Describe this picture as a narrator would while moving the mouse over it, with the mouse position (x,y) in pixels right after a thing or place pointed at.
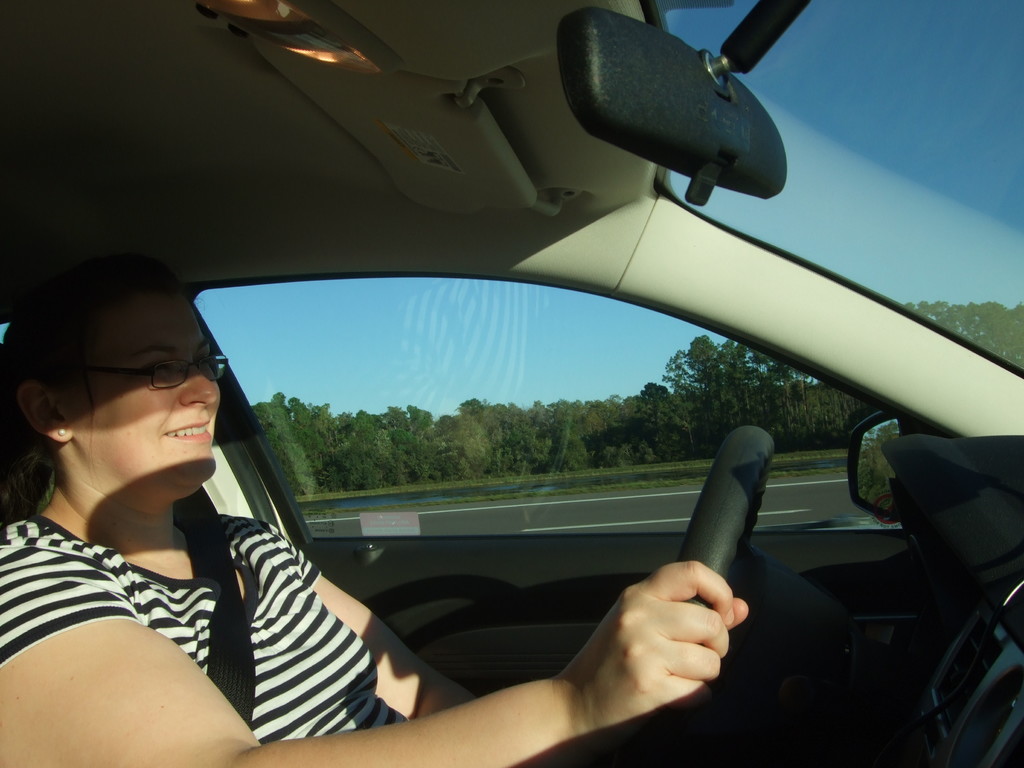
In this image there is a lady (191,399) sitting in the car (378,532) with a smile on her face (129,434), she is holding steering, from the window (563,504) we can see there are trees (770,401) and the sky (224,300).
